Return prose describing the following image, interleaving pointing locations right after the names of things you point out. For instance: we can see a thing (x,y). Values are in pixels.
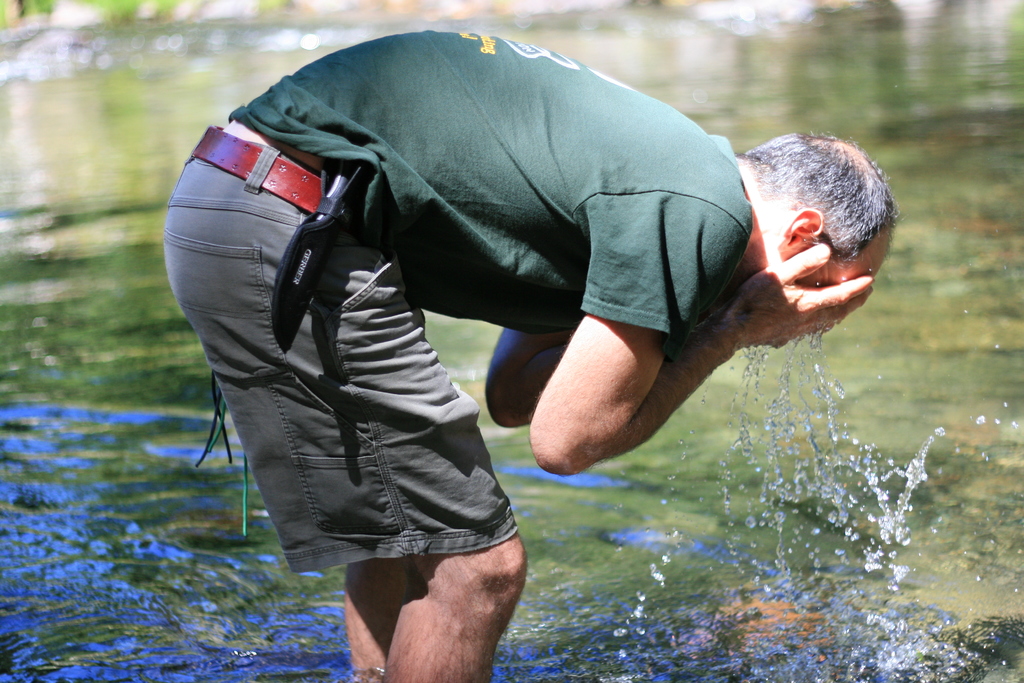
In the middle of this image (377,243), there is a person (631,174) with a green color T-shirt (587,157), bending and washing his face (829,268) with the water (848,329). This person (450,531) is partially in the water (332,663). And the background (61,140) is blurred.
